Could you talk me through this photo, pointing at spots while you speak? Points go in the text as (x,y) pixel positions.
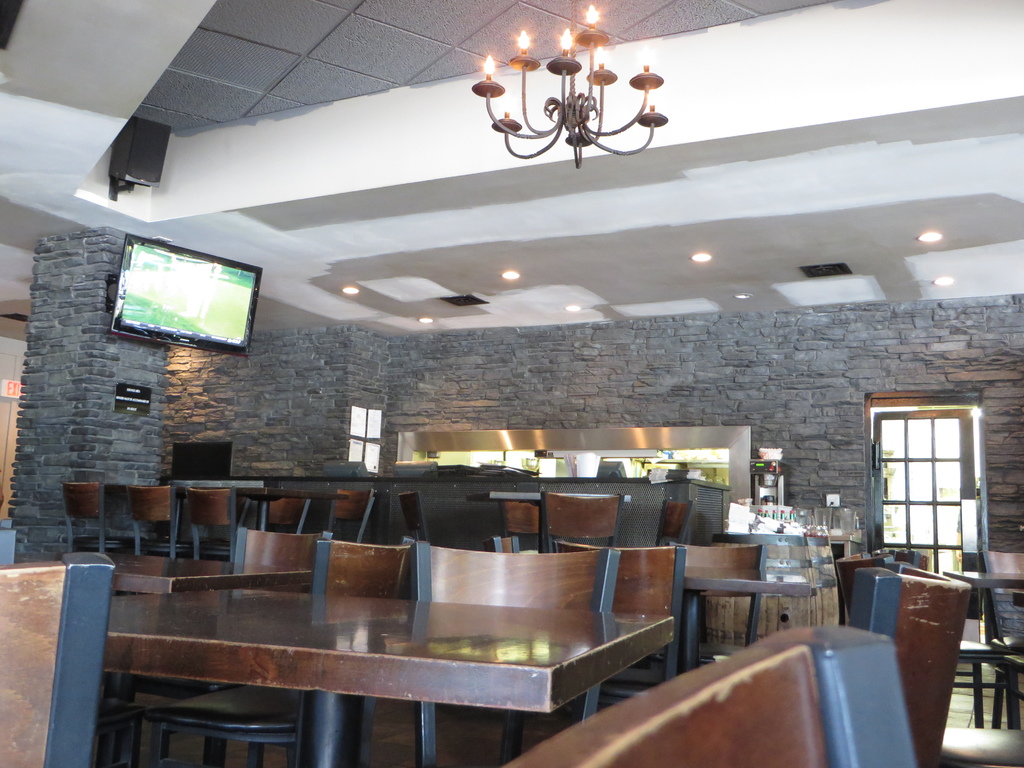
In the picture we can see inside view of the restaurant (923,557) with table (346,689) and chairs (239,700) near it and in the background (57,407) we can see a wall (834,406) with television (205,318) and some lights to the ceiling (59,206) and we can also see a chandelier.
